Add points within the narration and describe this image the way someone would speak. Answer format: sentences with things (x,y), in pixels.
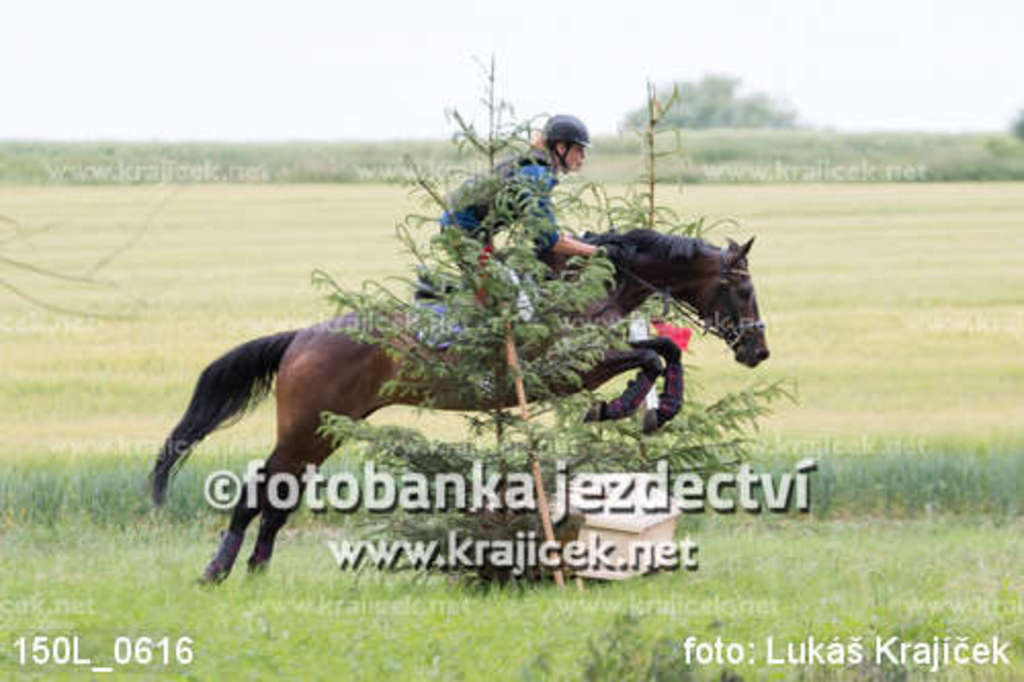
In this image I can see the person (479,214) riding the horse (302,390) and the person (467,230) is wearing the blue color dress (464,215) and the horse (666,345) which is in brown and black color. To the side I can see the plants (547,480). In the background (538,125) I can see many trees (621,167) and the sky (449,133).
